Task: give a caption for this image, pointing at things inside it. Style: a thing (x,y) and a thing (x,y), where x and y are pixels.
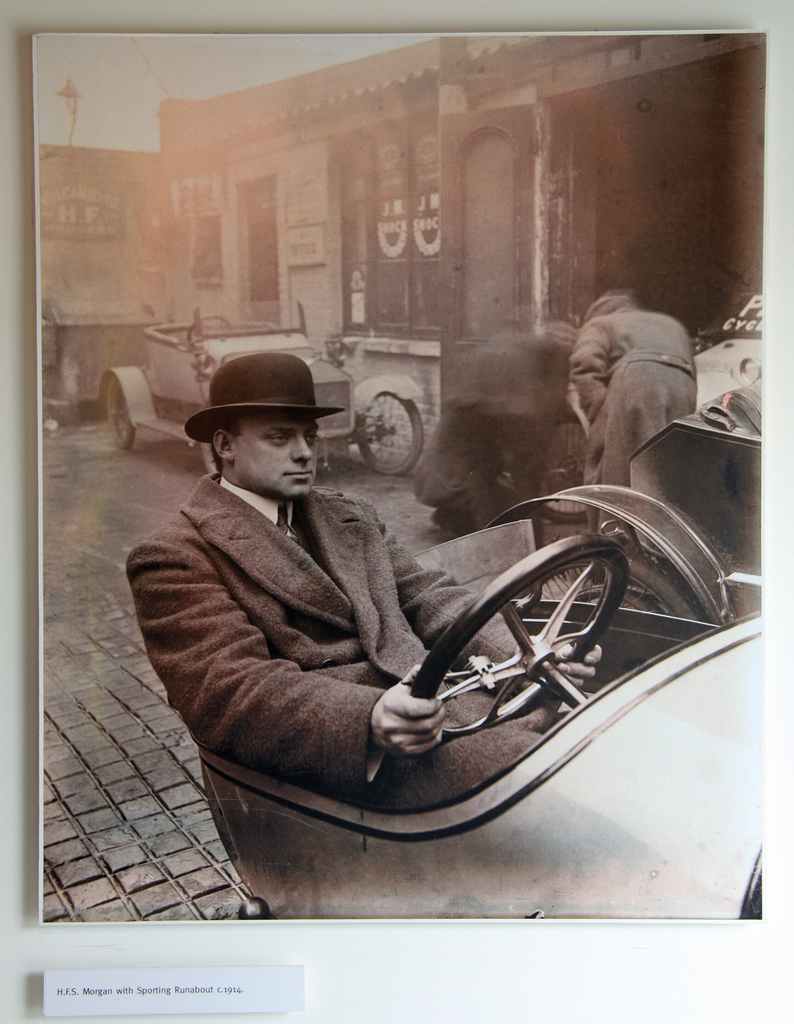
In this picture we can see a man (377,714) driving a vehicle (435,685), he wore a cap (272,410), in the background (345,191) we can see a house (328,275), we can see a vehicle (178,374) in front of the house (324,334).
